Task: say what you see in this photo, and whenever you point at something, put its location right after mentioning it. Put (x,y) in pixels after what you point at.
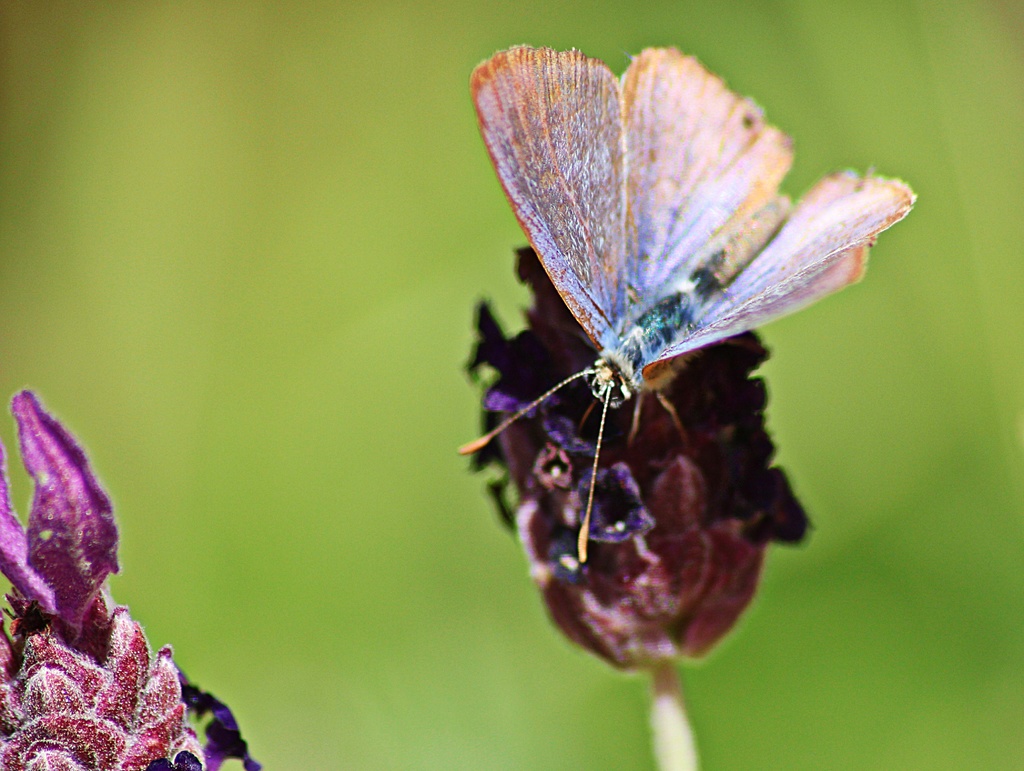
In this image in the front (668,396) there is a butterfly (643,380) and there are flowers (552,564) and the background (305,307) is blurry.
